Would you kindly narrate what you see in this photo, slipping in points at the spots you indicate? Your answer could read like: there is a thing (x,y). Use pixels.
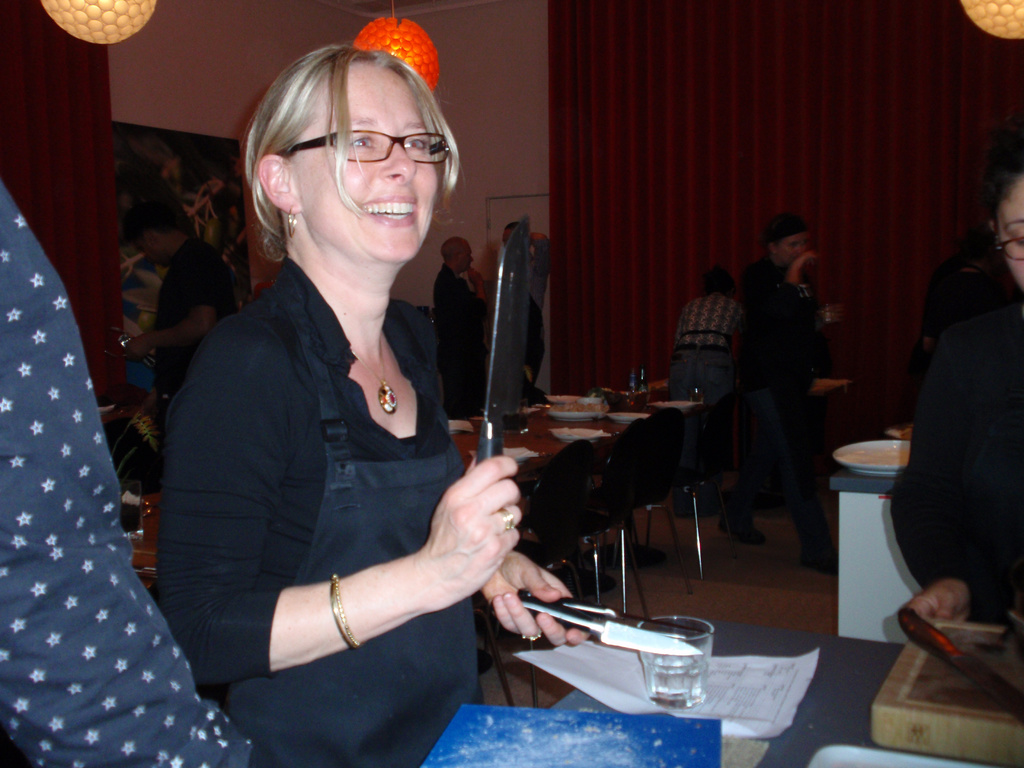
In this picture, there is a woman (237,314) towards the left (328,93). She is wearing a black shirt (313,427) and holding knives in her hands (458,509). Before her, there is a table (825,732). On the table (817,717), there are boards (591,717), papers (773,692) and a glass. Towards the right (967,396), there is another person (921,508). Behind them, there is a table (688,409) surrounded by the chairs (659,420). On the table (546,464), there are bowls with food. In the background (142,337), there are people (764,322), wall (533,154), curtain (709,103) and lights (414,62).
